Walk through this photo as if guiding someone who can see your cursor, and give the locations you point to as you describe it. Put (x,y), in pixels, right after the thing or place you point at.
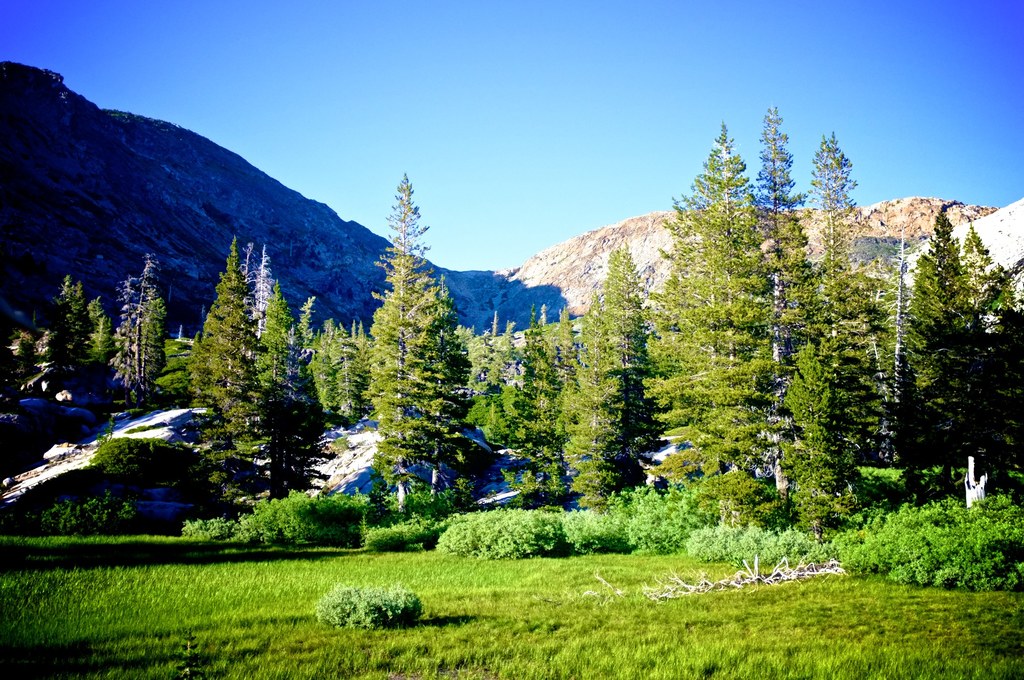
At the bottom of the picture (433,557), we see grass (545,627) and herbs (379,607). Behind that, we see shrubs (745,540) and trees (551,503). There are hills (207,295) in the background (91,286). At the top of the picture (638,71), we see the sky (574,69), which is blue in color.
